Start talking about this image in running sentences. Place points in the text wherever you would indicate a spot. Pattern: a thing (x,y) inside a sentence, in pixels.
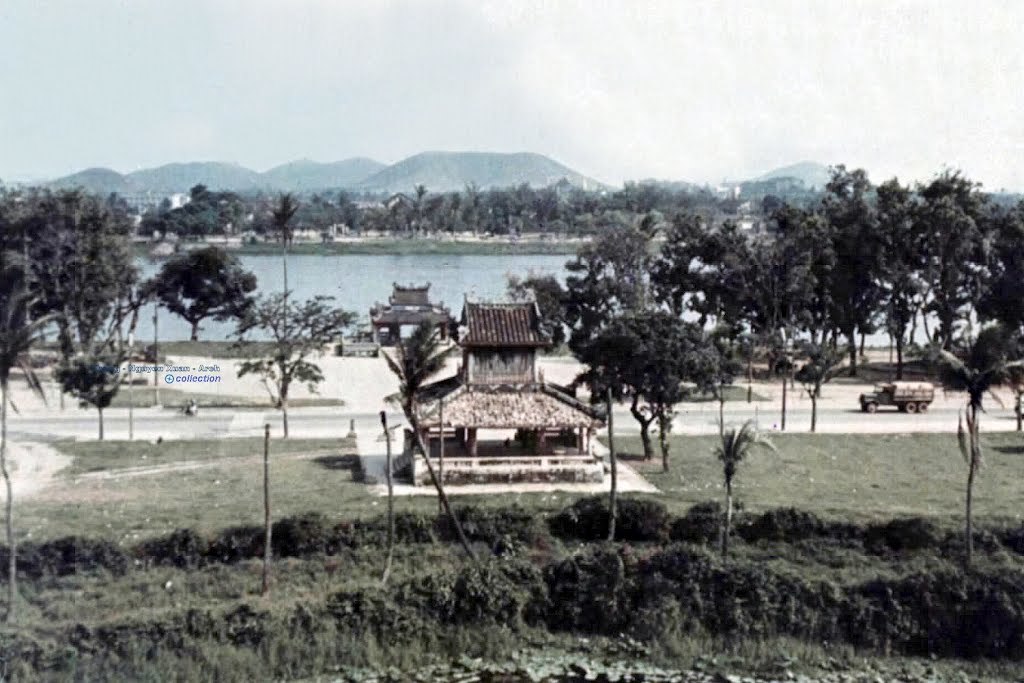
These are the trees (969,364) with branches (704,340) and leaves (973,339). This looks like a truck (915,382), which is on the road (861,425). I think this looks like a shelter (479,342). Here is the water (380,260). In the background (144,175), I can see the hills (431,177). This is the sky (647,60).
